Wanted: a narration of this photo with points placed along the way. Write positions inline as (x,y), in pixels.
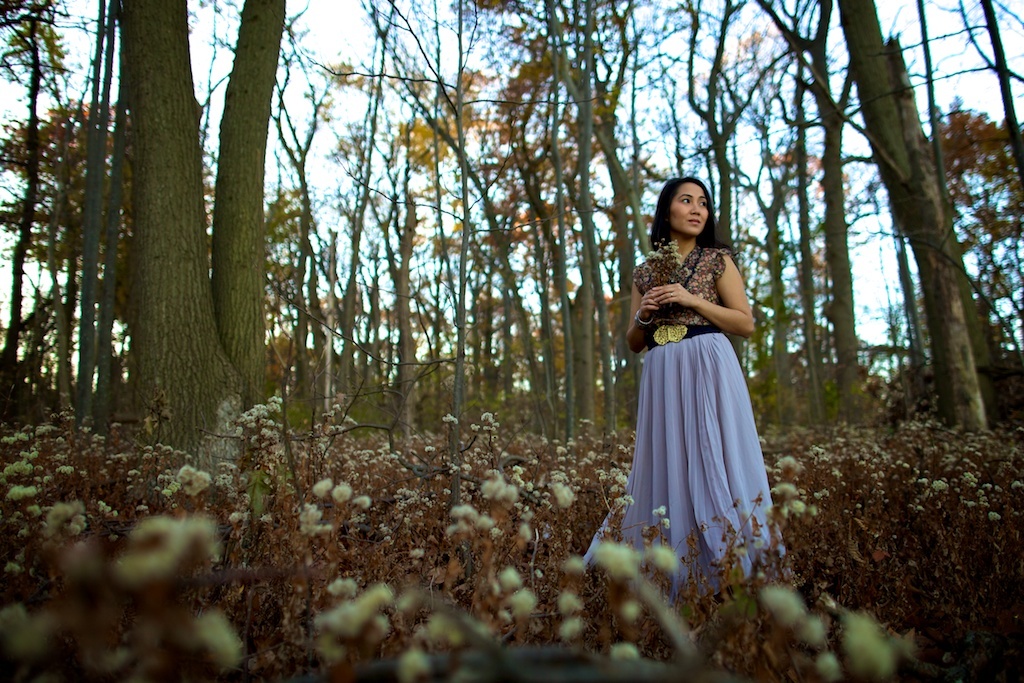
In this image I see a woman (699,354) who is standing and I see number of plants (51,457) and in the background (398,345) I see number of trees (457,124) and I see the sky (288,46).
